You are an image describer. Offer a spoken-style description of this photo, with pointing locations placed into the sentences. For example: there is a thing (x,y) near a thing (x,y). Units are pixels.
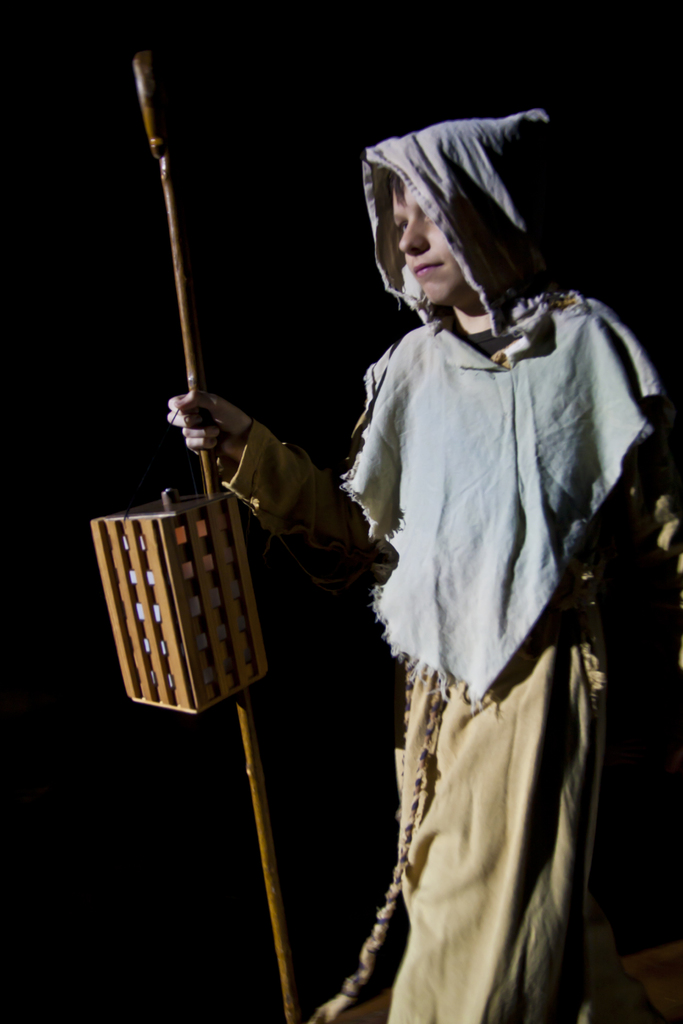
In this image, we can see a person (482,615) is holding a stick (187,379) and lantern (200,548). At the bottom (379,1011), we can see a floor (367,1014).
